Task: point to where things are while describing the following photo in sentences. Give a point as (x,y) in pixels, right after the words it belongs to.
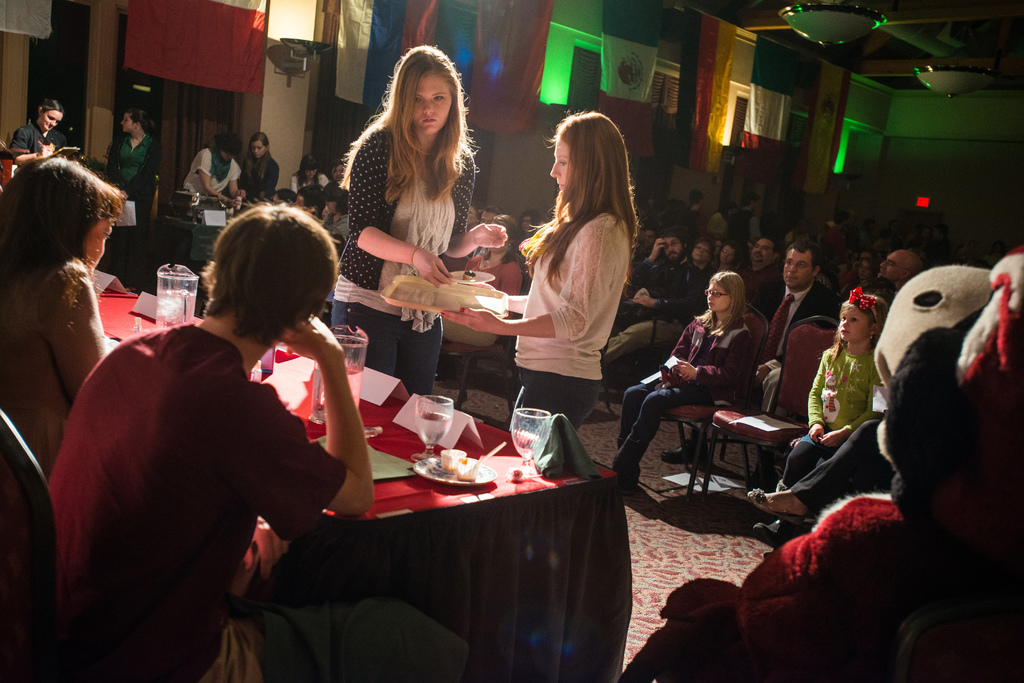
In this image, at the left side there is a table (477,558), on that table (443,527) there are some glasses (420,462) and there is a jug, there are some people (122,343) sitting on the chairs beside the table (401,449), there are two girls (411,183) standing, at the background (727,342) there are some people (826,300) sitting on the chairs (788,338), there are some curtains (614,86).
